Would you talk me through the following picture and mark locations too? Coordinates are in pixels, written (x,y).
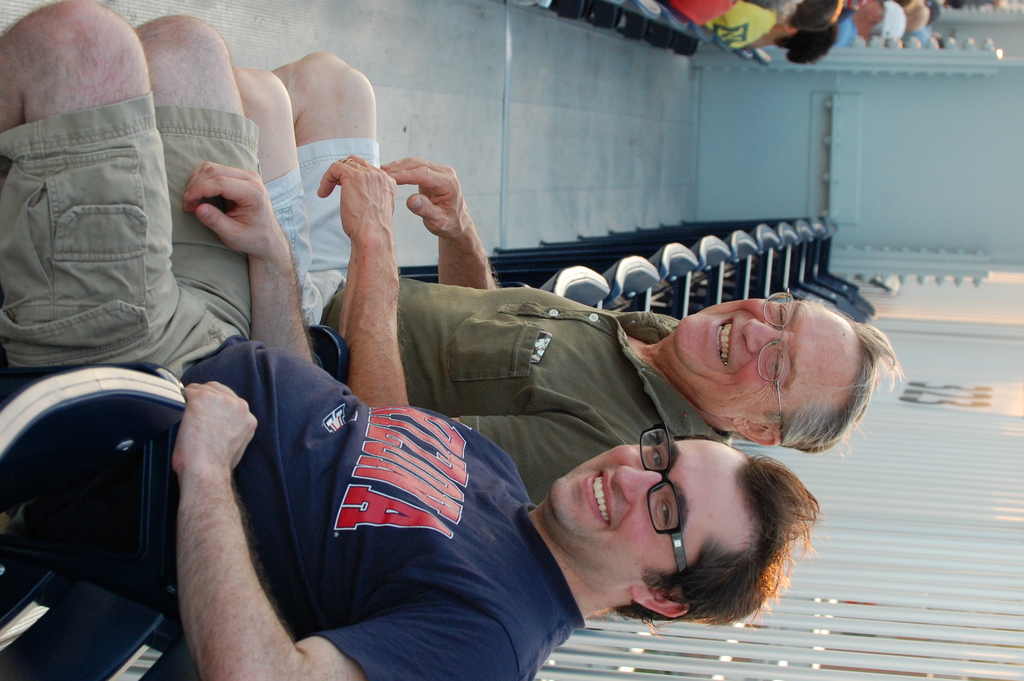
At the bottom of this image (488,458), there are two persons (657,352), smiling and sitting. Beside them, there are chairs (824,293) arranged and there is a fence (794,602). In the background (742,196), there are persons (833,38) sitting and there is a white wall (922,255).
